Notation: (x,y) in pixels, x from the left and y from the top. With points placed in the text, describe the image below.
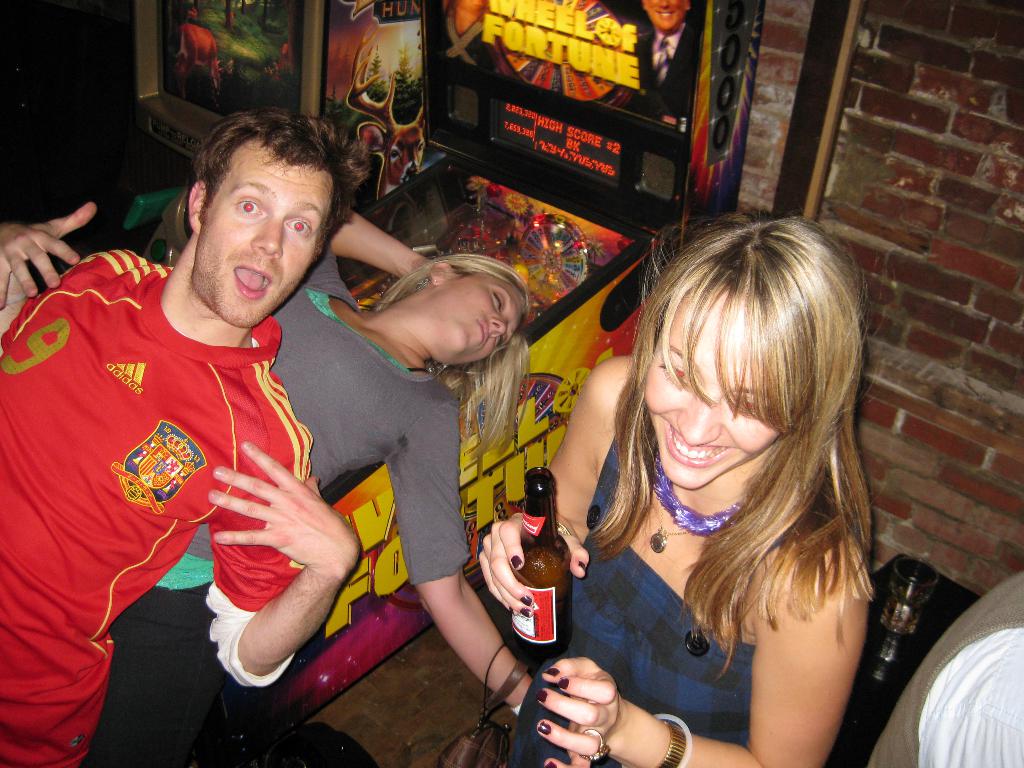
In this picture we can see people (240,544) and one woman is holding a bottle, here we can see the ground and some objects (555,262) and we can see a wall (939,155) in the background (920,149).
